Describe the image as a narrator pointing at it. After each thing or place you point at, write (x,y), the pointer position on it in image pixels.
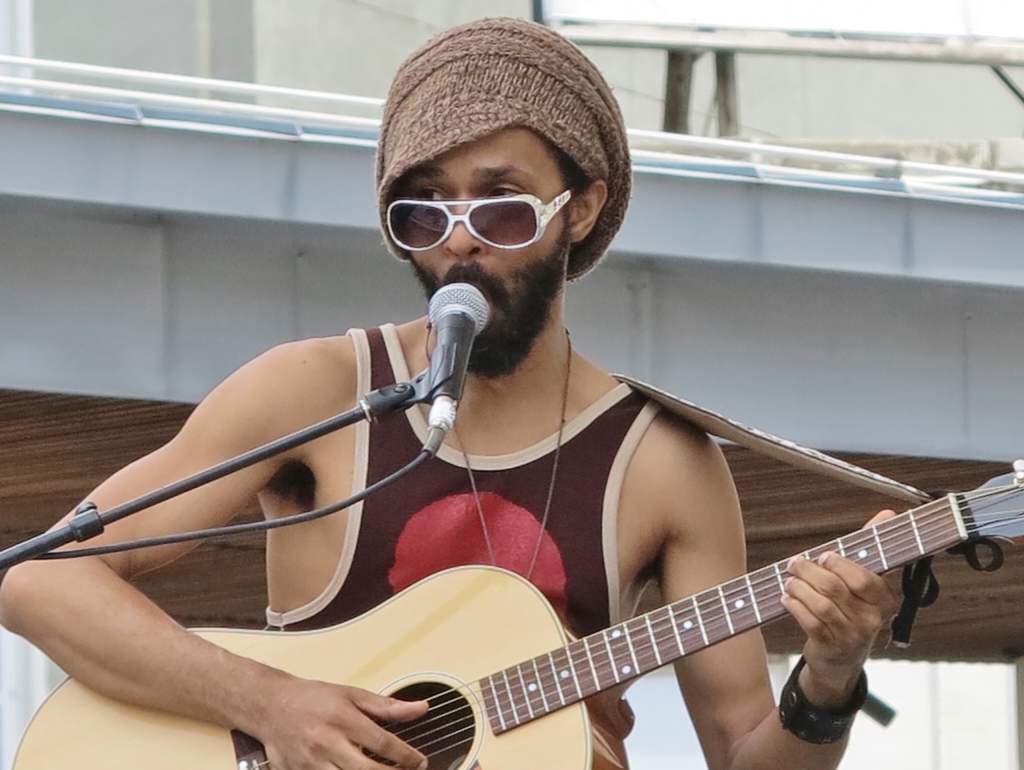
In the image we can see there is a man (242,724) who is holding guitar (582,644) in his hand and in front of him there is a mic (438,346) with a stand (16,547).
